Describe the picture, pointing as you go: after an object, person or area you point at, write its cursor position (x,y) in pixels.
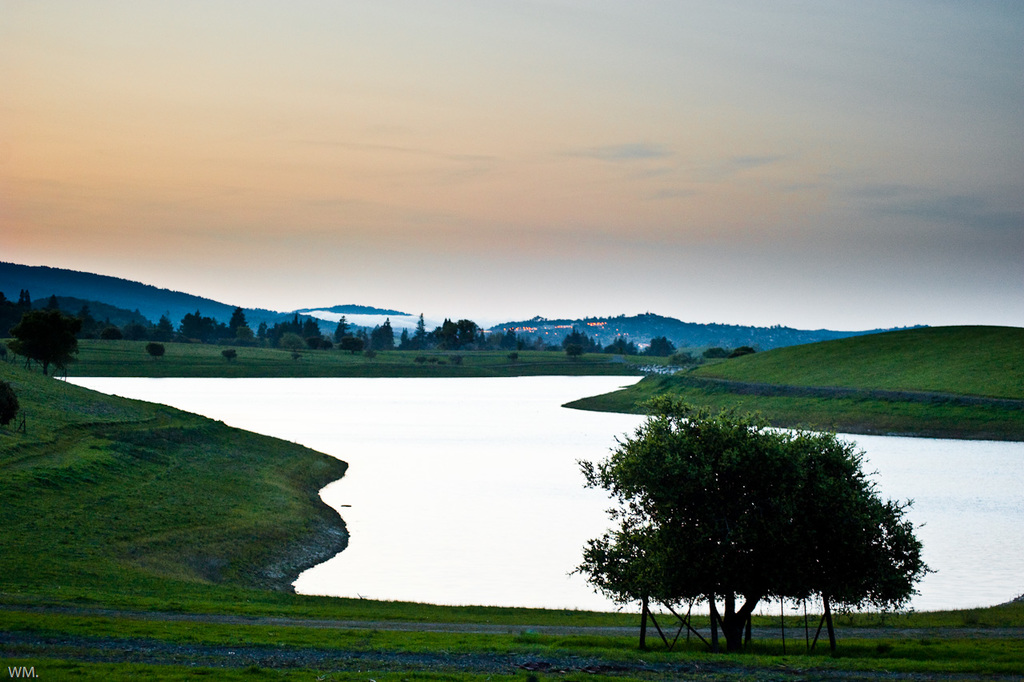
In the foreground of this image (360,643), there is a grassland (355,642) a tree (666,542) and the water (483,463). In the background (406,330), there are trees (511,335), grassland (792,381), mountains (203,308), few lights (598,324) and the sky (515,93).
